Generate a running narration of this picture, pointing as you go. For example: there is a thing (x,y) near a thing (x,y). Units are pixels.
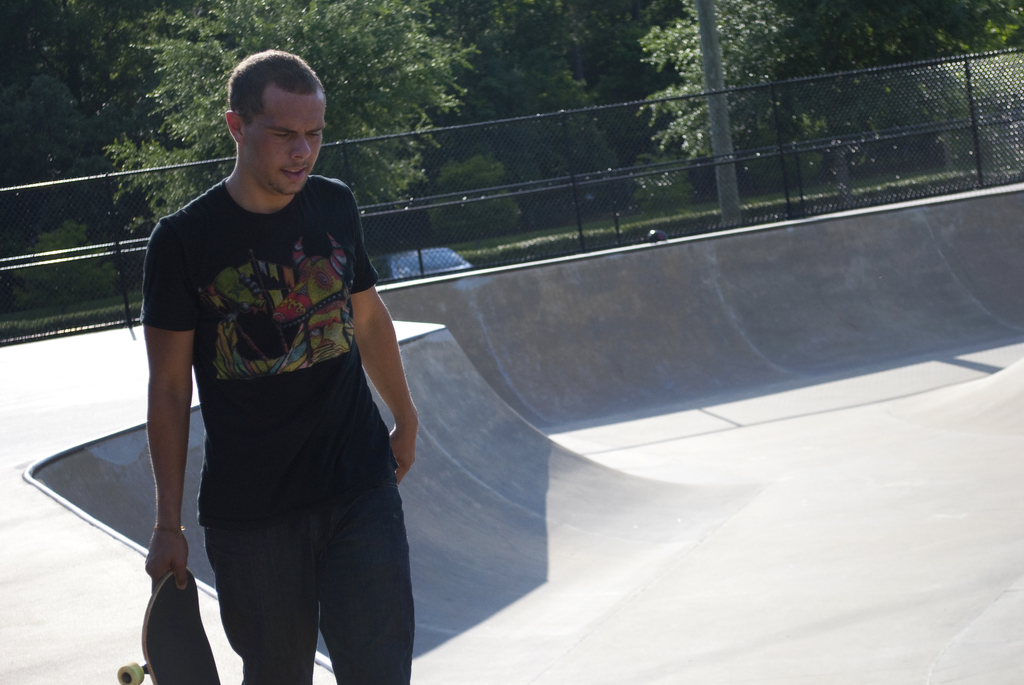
In this image there is a man (284,628) walking on the ground (117,637). He is holding a skateboard (176,644) in his hand (185,540). Behind him there is a net (538,165). In the background (421,81) there are trees (494,47) and poles (711,39). To the right (768,497) there is a slope (462,423) on the ground (631,484).
